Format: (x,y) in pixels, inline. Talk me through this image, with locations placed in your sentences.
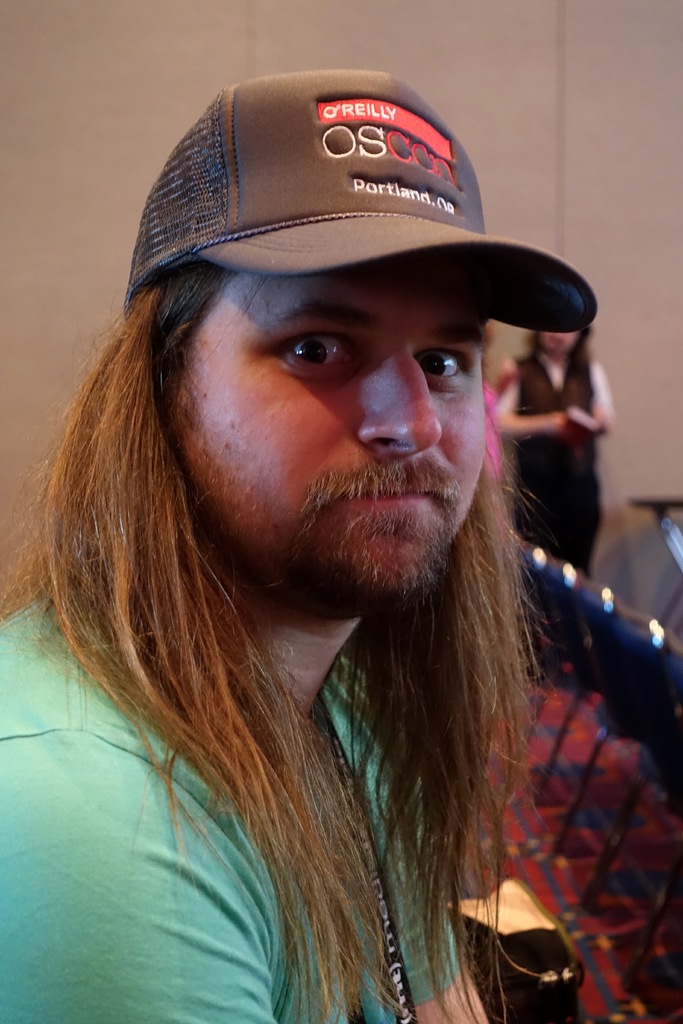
In this image, I can see the man (402,836) sitting. He wore a cap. On the right side of the image (586,635), I think these are the chairs (609,711). In the background (572,524), I can see a person (592,503) standing. This looks like the wall (46,139).
